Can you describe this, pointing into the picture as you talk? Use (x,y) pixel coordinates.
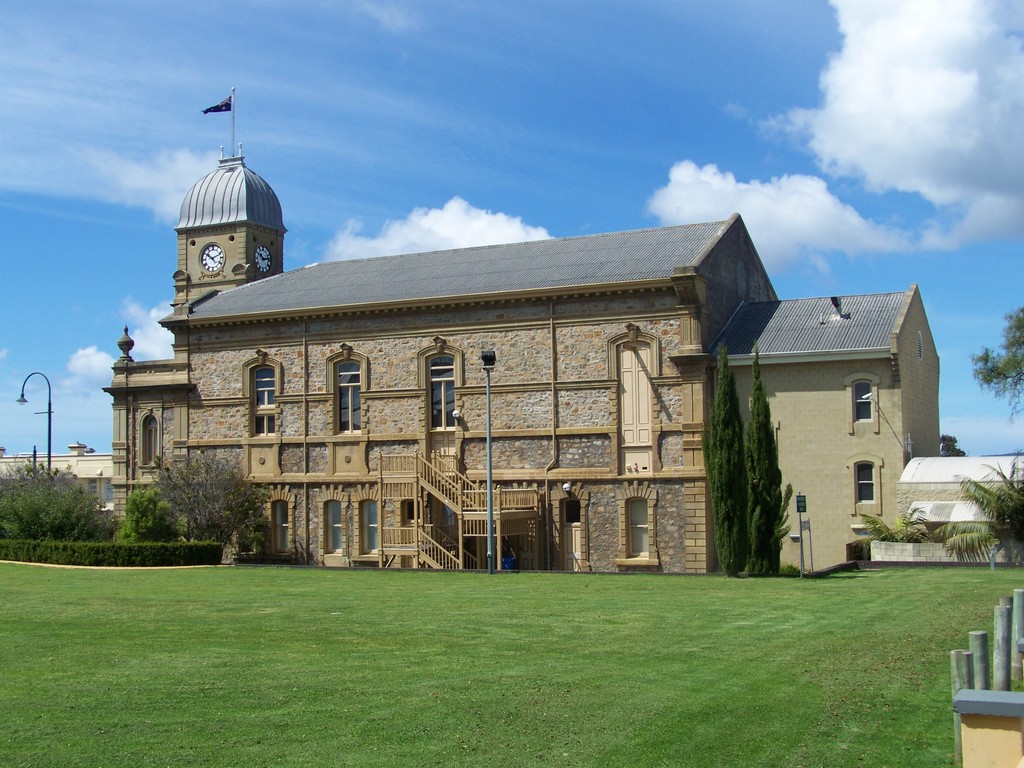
In this image we can see the grass (157,594), trees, shrubs (191,542), staircase (422,563), light poles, stone house (497,452), clock tower (191,269), flag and the blue color sky (960,319) with clouds (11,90) in the background (1015,278).
